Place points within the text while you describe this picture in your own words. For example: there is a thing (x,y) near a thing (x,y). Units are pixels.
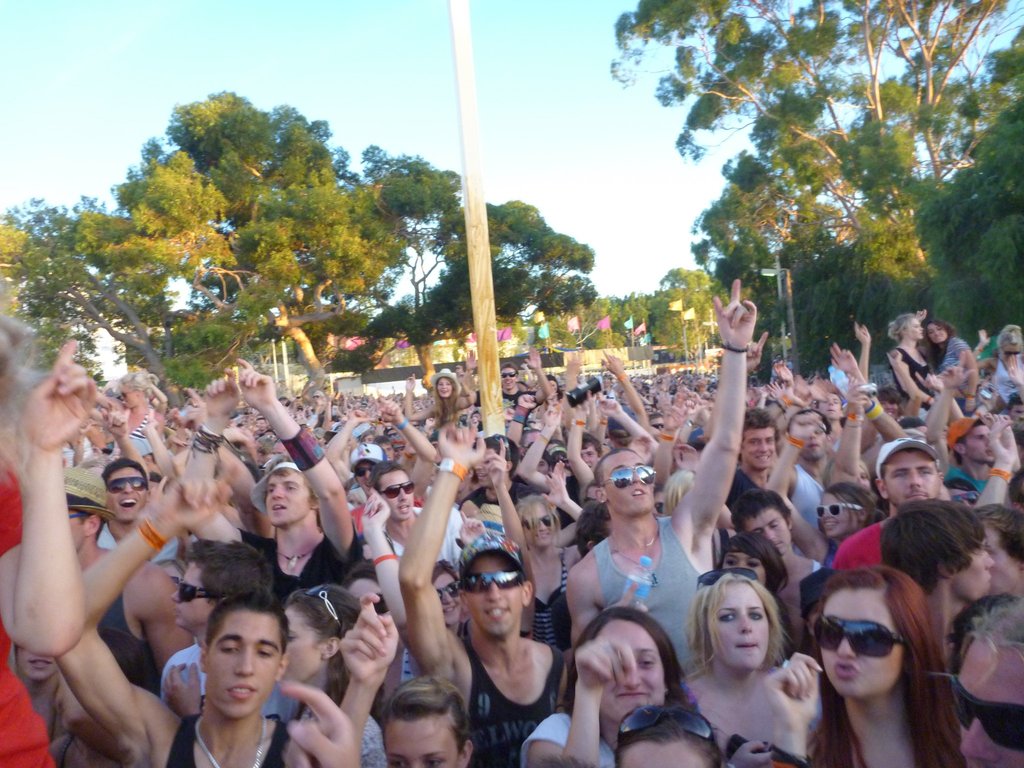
In this image at the bottom (140,667) there are a group of people (721,617) who are standing, and in the center (489,271) there is one wooden pole (490,287). In the background (461,231) there are some trees (710,240), poles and flags (471,343) and wall (646,354). On the top of the image (537,67) there is sky (147,131).
